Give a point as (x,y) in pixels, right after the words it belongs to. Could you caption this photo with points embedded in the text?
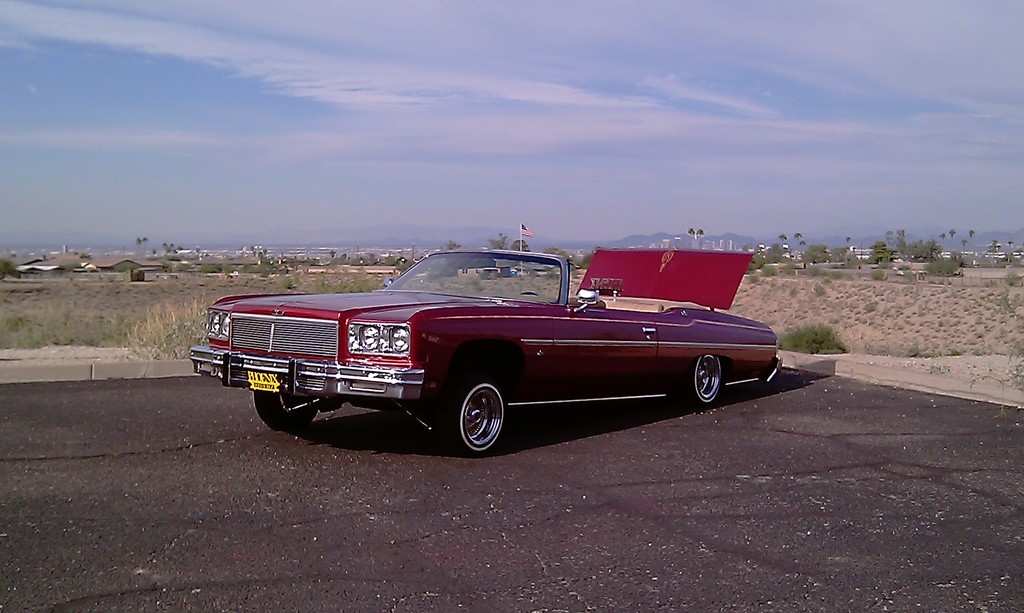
In this picture, we can see vehicle (403,346), poles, flag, road (543,473), ground (973,341), plants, trees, buildings (40,273), mountains (546,243), and the sky (546,230) with clouds (974,68).
